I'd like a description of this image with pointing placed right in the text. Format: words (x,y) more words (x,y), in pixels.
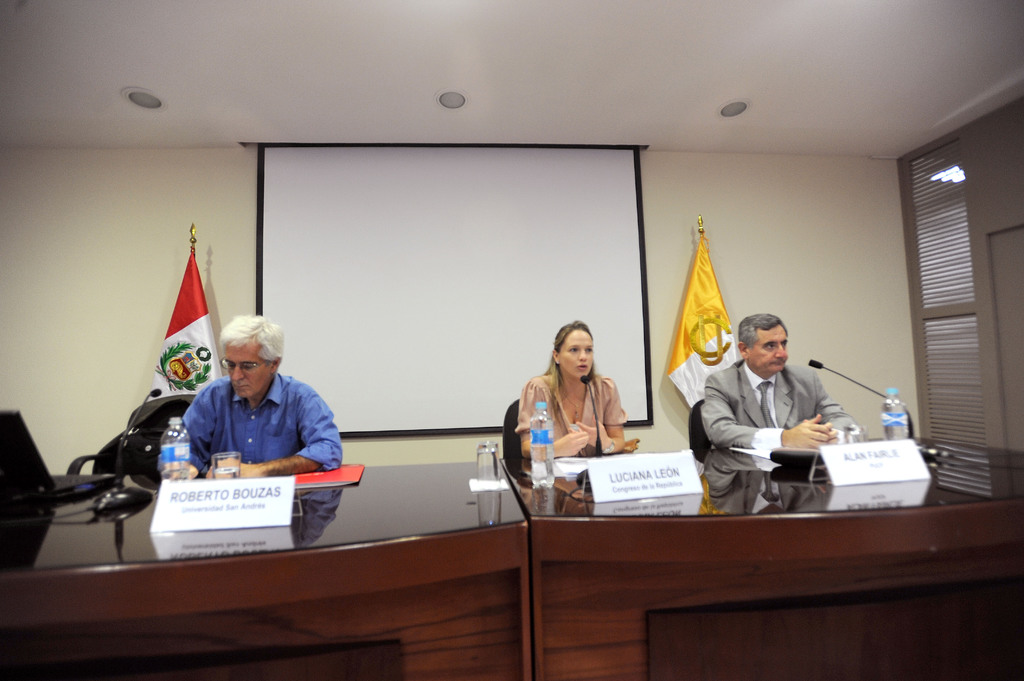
In the center of the image (565,340) we can see three persons (526,403) are sitting on the chairs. In front of them, there is a table (479,544). On the table (499,534), we can see glasses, water bottles (887,411), banners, microphones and few other objects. In the background (437,318) there is a wall (761,265), roof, board (534,248), flags (720,361) etc.
